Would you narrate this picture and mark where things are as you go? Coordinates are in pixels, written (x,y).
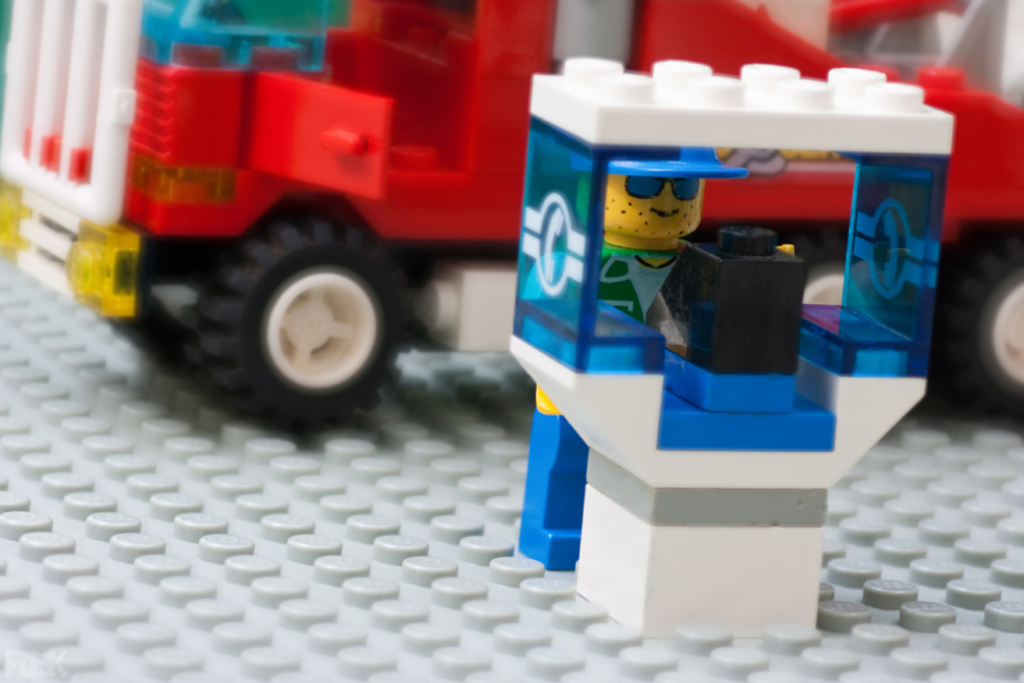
In this picture we can see few toys (439,302).
